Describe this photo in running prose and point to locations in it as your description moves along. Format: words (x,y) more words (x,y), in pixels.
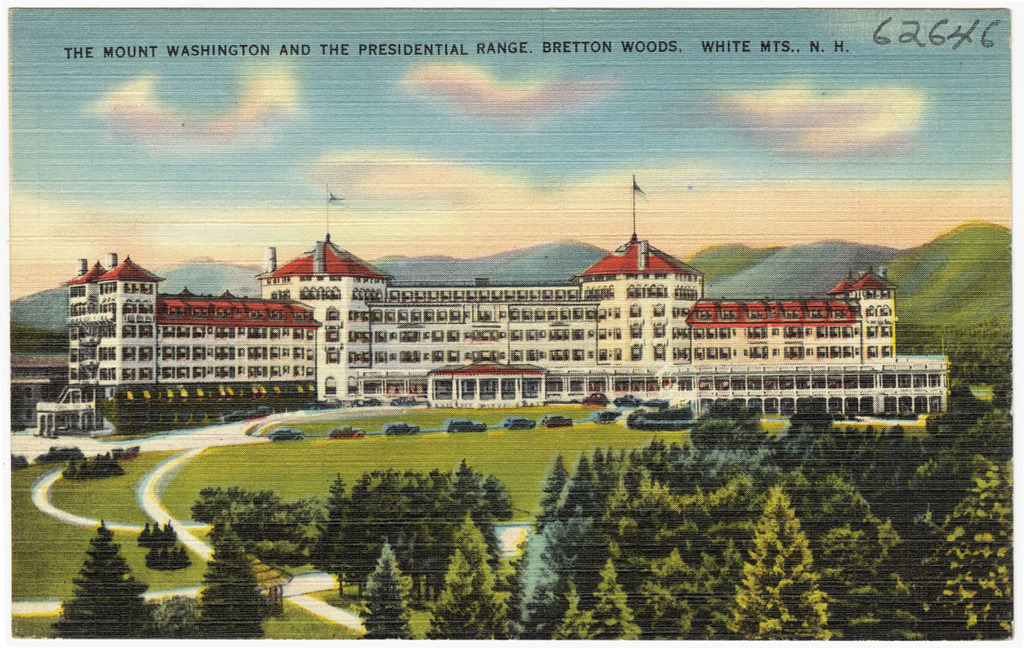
This image is taken for a poster. At the top of the image (351,139) there is a sky (492,191) with clouds (369,180). At the bottom of the image (17,528) there is a ground (130,503) with grass (309,489) and there are many plants (434,548) and trees (788,509). In the middle of the image (395,286) there is a mansion (320,339) with many walls (331,363), windows (790,337), doors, railings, balconies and roofs (275,311). A few cars (688,413) are parked on the ground (587,408). In the background (991,335) there are a few hills (991,335).
